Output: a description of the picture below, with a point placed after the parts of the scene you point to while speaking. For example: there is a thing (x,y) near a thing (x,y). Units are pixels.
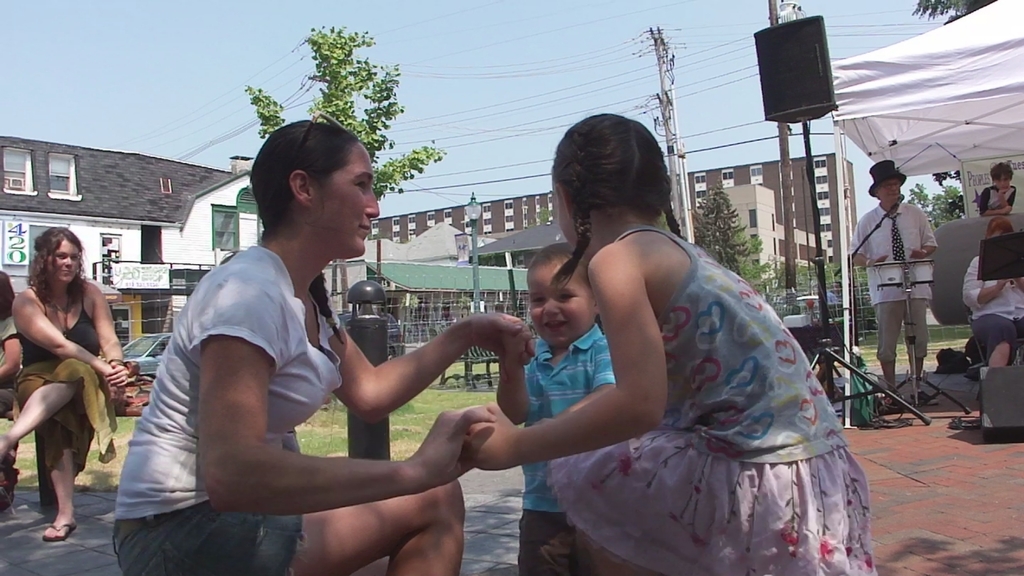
This is an outside view. Here I can see a woman (331,383). a girl (652,285) and a baby (561,509) are holding hands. On the left side (38,387), I can see two persons (70,342) are sitting on the bench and the looking at these people (380,393). On the right side (974,278) few people (971,265) are standing under the tent (923,88) and playing the musical instruments (888,268). Beside the tent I can see the speaker (780,68). In the background (342,70) there are some trees (364,121) and buildings (501,218) and also I can see the poles (662,76) along with the wires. At the top (106,31) I can see the sky (84,62).
